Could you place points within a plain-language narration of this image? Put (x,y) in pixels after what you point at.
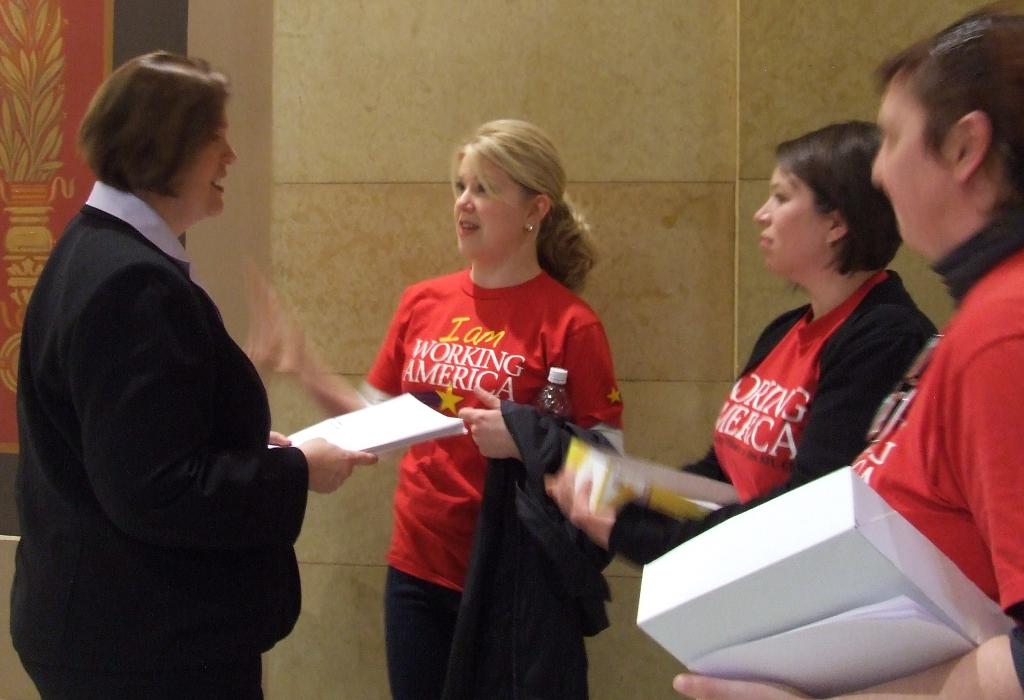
In the image on the left side (268,441) there is a lady (295,462) standing and holding papers (399,423) in her hands (352,462). In front of her there are three ladies (1005,455) standing and holding few objects (652,482) in their hands (569,492). Behind them there is a wall (155,43) with a frame (61,165).
